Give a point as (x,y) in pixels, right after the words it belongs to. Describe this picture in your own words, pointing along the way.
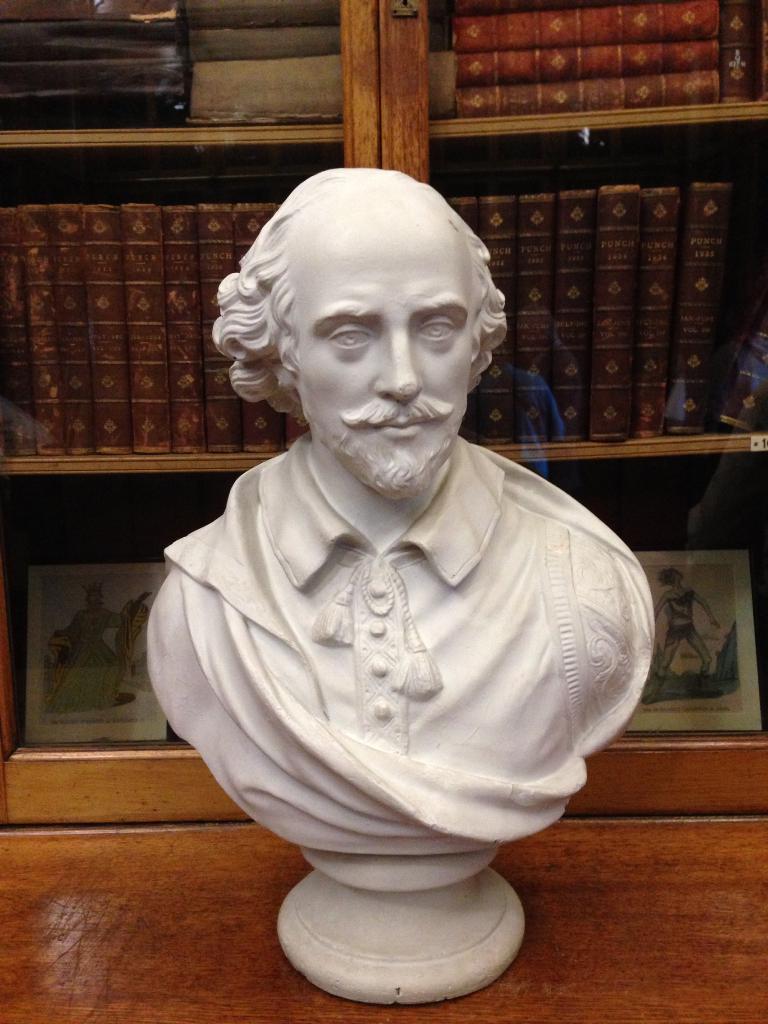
In this picture I can observe a bust of a man (342,541) placed on the desk (101,889). In the background (37,786) I can observe a cupboard (418,34) in which some books (618,345) are placed.
